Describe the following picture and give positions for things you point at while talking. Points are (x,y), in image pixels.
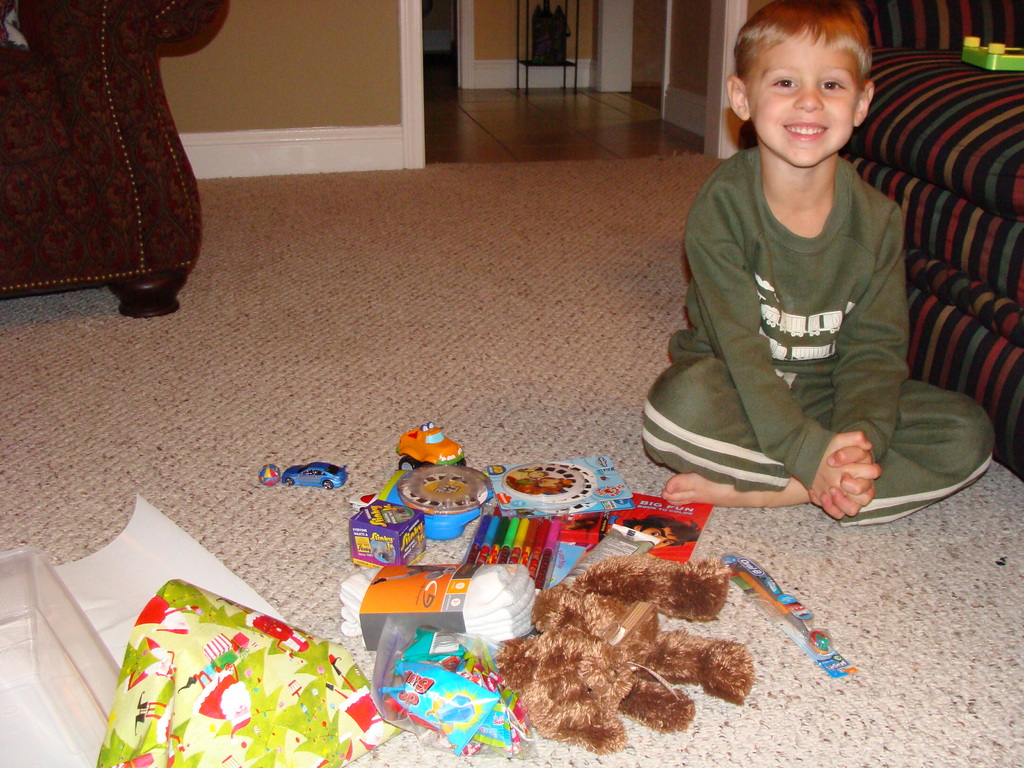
There is a boy (710,229) sitting on a mat (838,562) and smiling, beside him we can see toy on a sofa (937,61). We can see doll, toys (293,473) and objects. We can see chair (144,194) and floor (534,116). In the background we can see object (552,24) on the stand (526,82).
